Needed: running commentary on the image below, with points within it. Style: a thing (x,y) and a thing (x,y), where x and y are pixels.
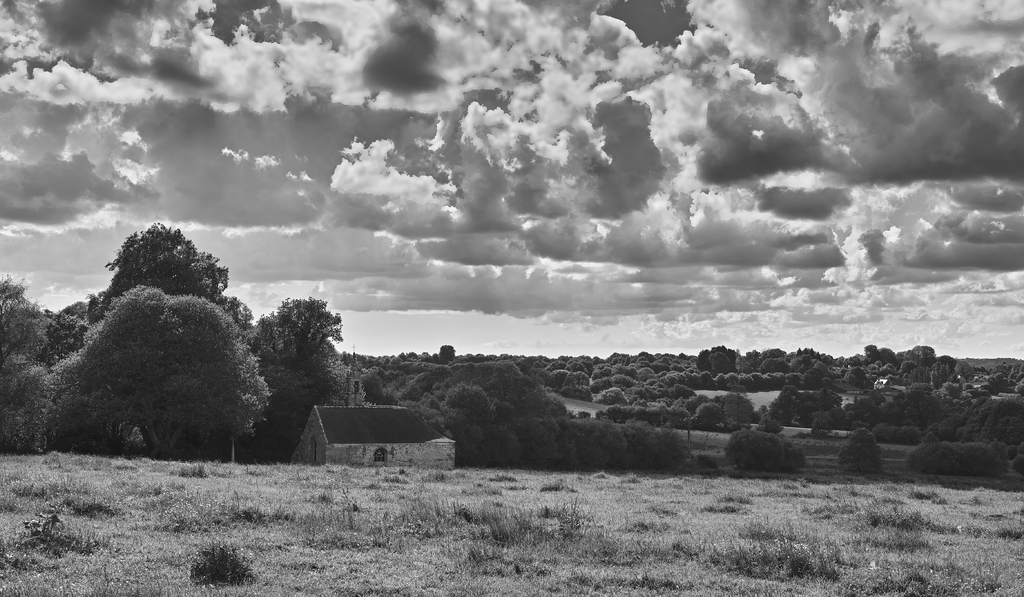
This is a black and white pic. At the bottom (392,496) we can see plants (643,579) and grass (502,559) on the ground (284,525) and we can see a house (411,458) and a window (378,455). In the background (364,383) there are trees (546,372) and clouds (540,212) in the sky (588,133).
